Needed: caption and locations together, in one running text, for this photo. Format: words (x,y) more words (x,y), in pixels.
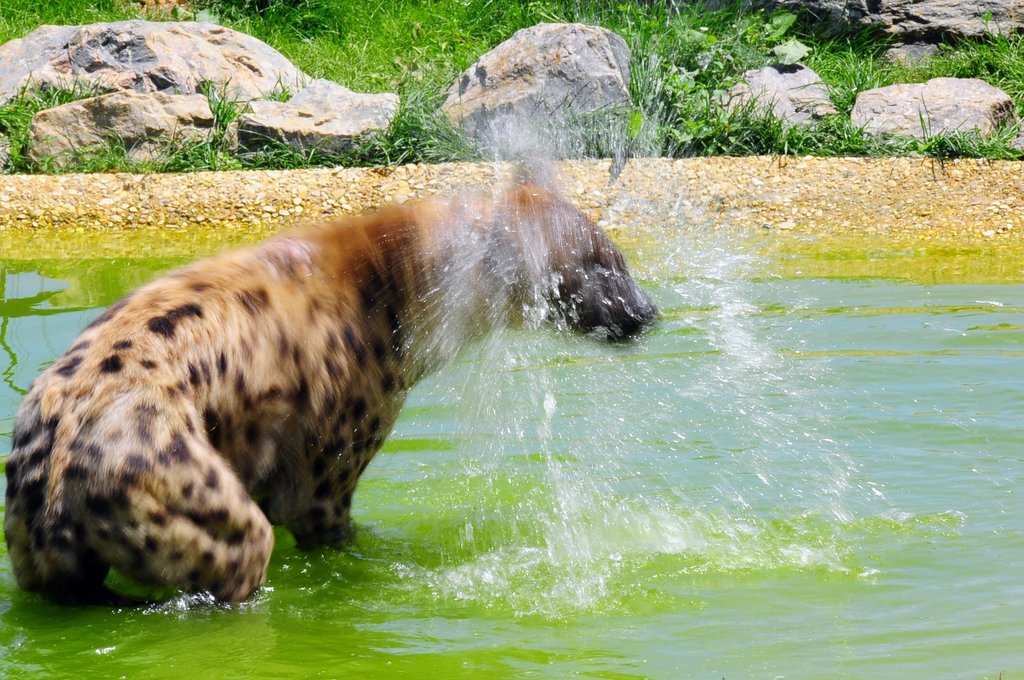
This picture is clicked outside the city. On the left (169,367) we can see an animal (591,246) in the water body (877,470). In the background (395,58) we can see the green grass (393,71) and the rocks (303,84).
